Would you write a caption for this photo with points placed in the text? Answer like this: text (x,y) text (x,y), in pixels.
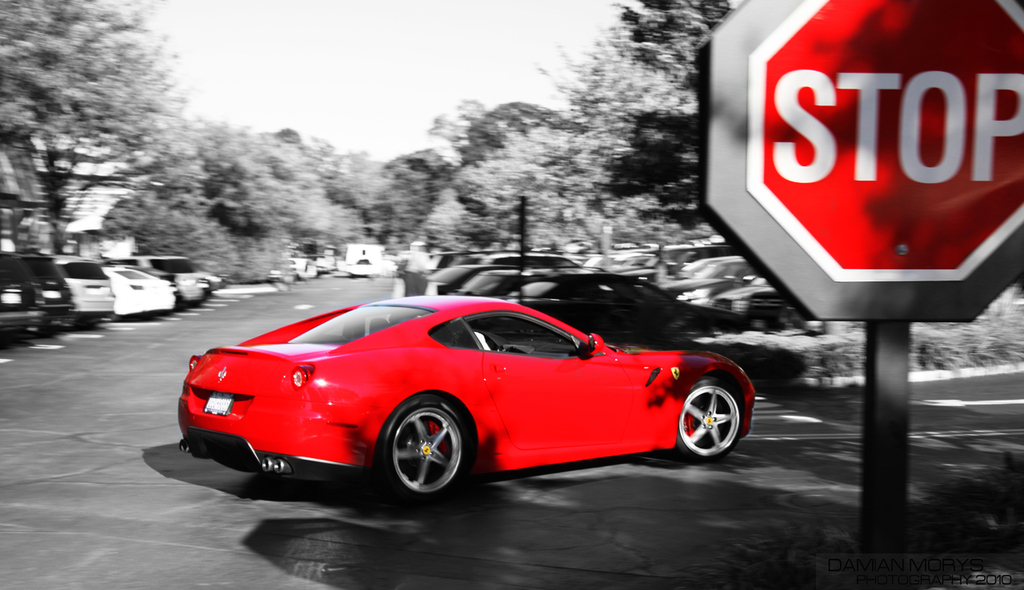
This image consists of a car (455,353) in red color. On the right (911,212), there is a stop board (911,225). At the bottom (344,552), there is a road (118,531). In the background (252,207), there are many trees (379,231) and cars (513,260) parked on the road (536,579). At the top (336,44), there is sky (314,68).
